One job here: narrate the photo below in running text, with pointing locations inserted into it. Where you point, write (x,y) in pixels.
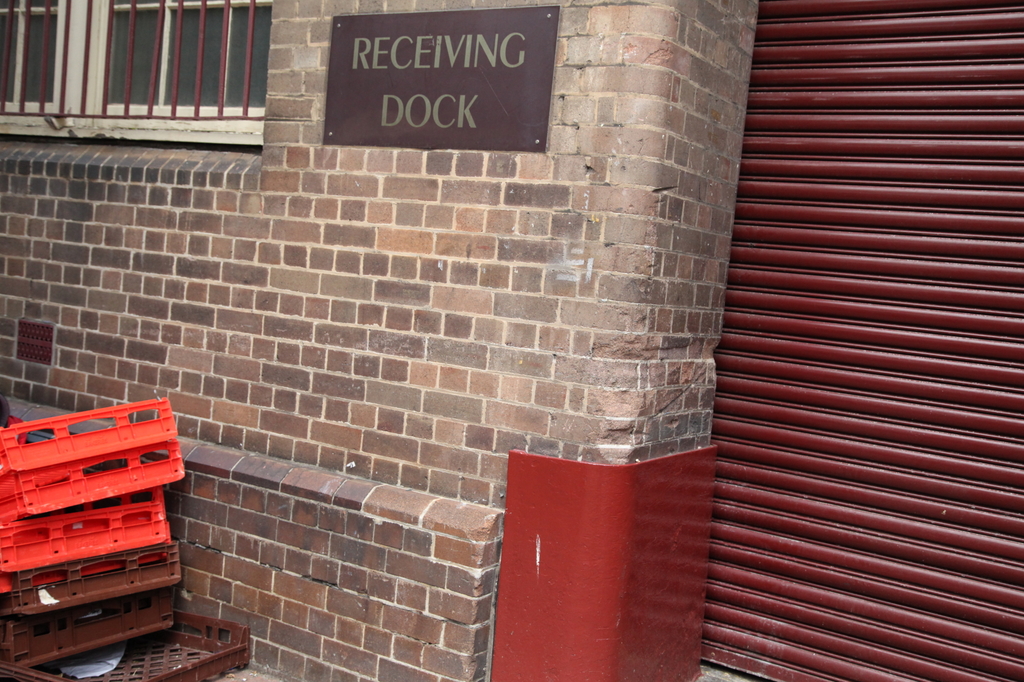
In this image there are windows (139,86) and a board (416,93) with some text (410,106) attached to the wall (440,190) of the building (426,174), there is a shutter (1002,302), a fence (152,79) in front of windows (96,125) and a few plastic trays (124,468) near the wall (266,430).
